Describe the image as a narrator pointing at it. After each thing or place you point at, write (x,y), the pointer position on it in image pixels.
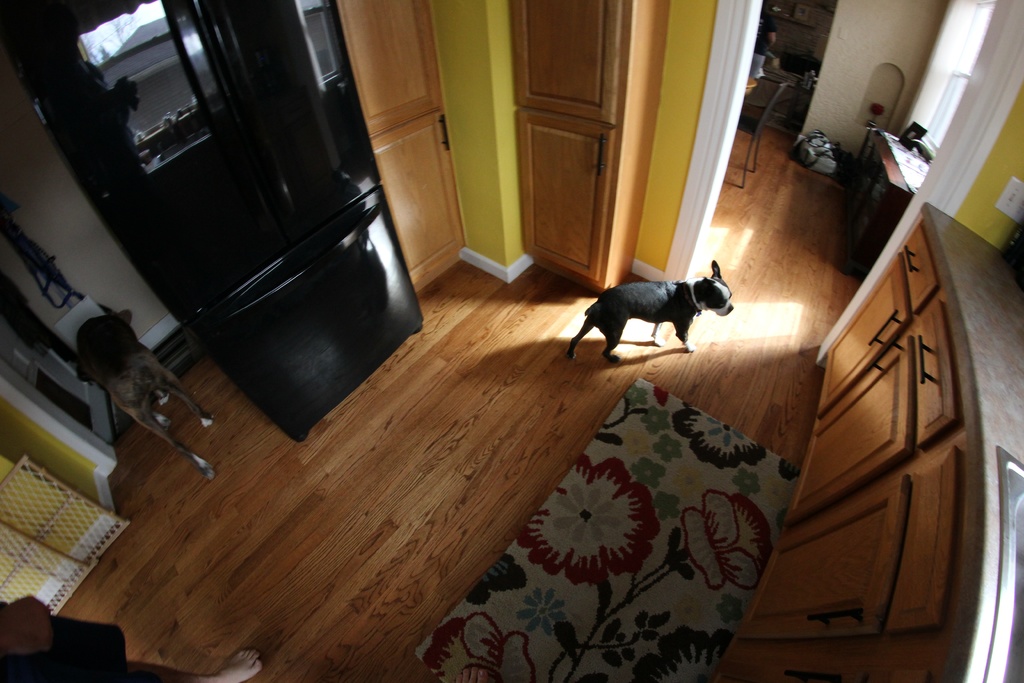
There are two dogs (132,338) standing on a brown floor (411,427) and there is a person (59,618) in the left corner (51,645).
